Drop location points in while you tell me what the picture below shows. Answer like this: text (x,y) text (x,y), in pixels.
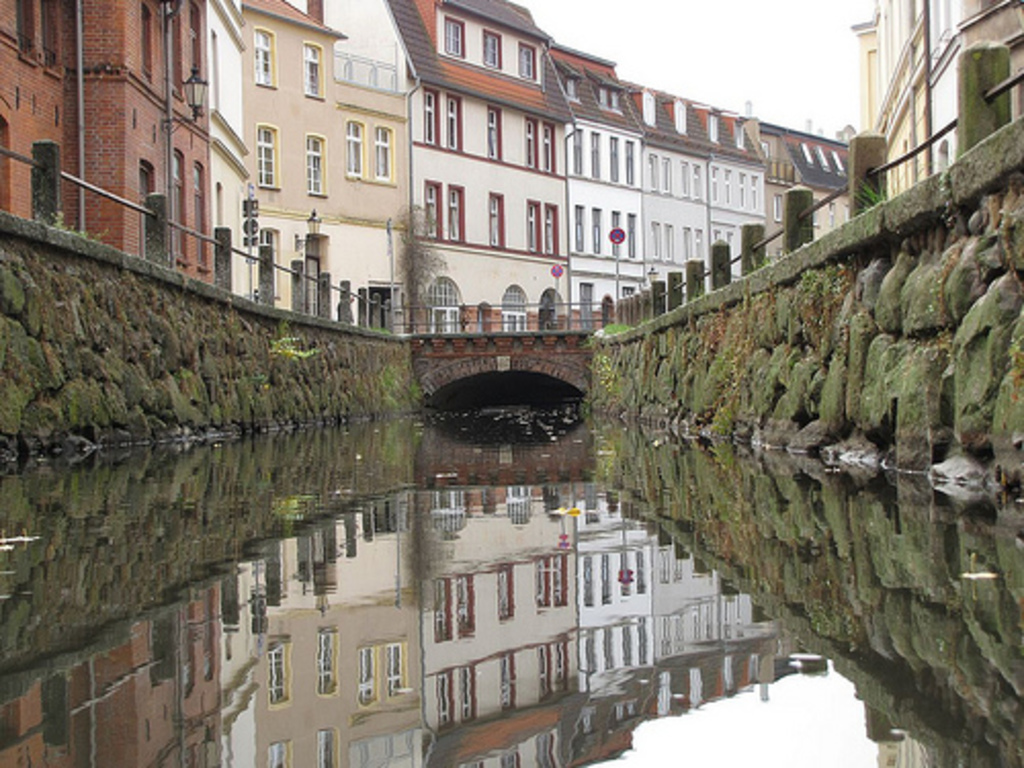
In this image there is a bridge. There is water (812,579). There are rock walls (335,394) on the both sides. There are buildings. There is tree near the bridge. There is sky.
